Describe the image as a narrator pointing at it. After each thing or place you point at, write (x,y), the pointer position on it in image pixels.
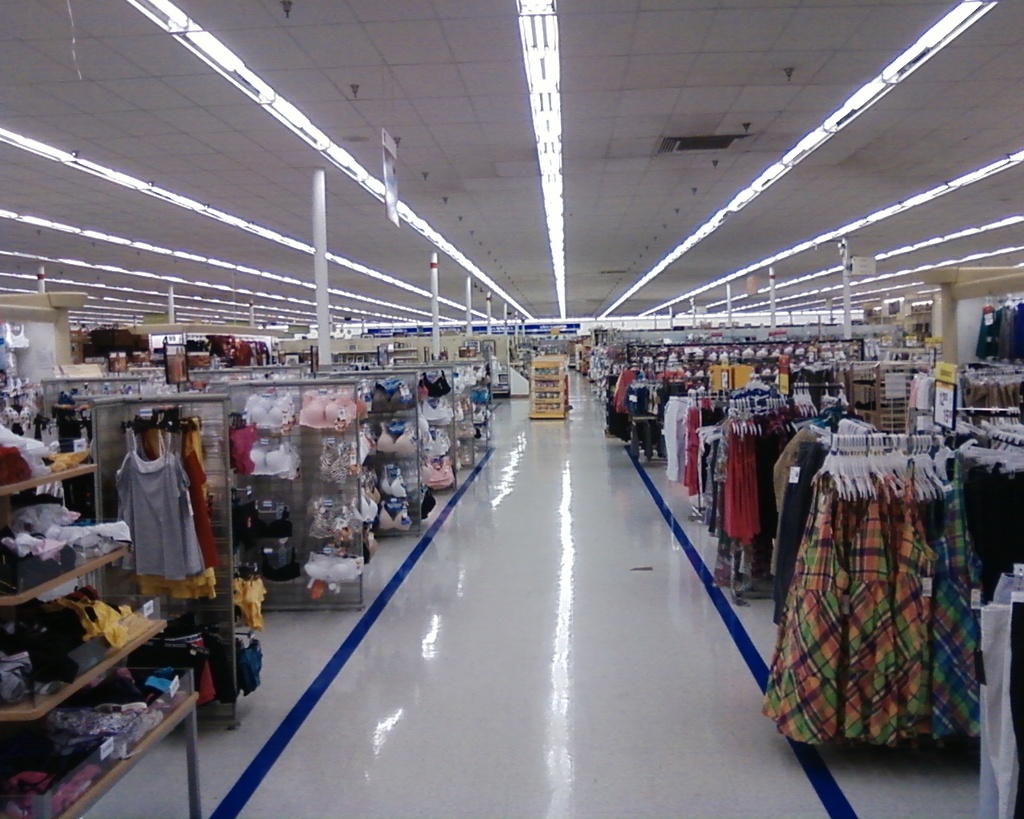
In the foreground of this image (618,627), in the middle (574,486), there is a floor path (569,468) and on either side there are clothes (792,504) to the hangers (864,464) and in the racks (46,474). We can also see few pillars (771,289), boards (942,400) and the lights (546,132) to the ceiling (219,131).
